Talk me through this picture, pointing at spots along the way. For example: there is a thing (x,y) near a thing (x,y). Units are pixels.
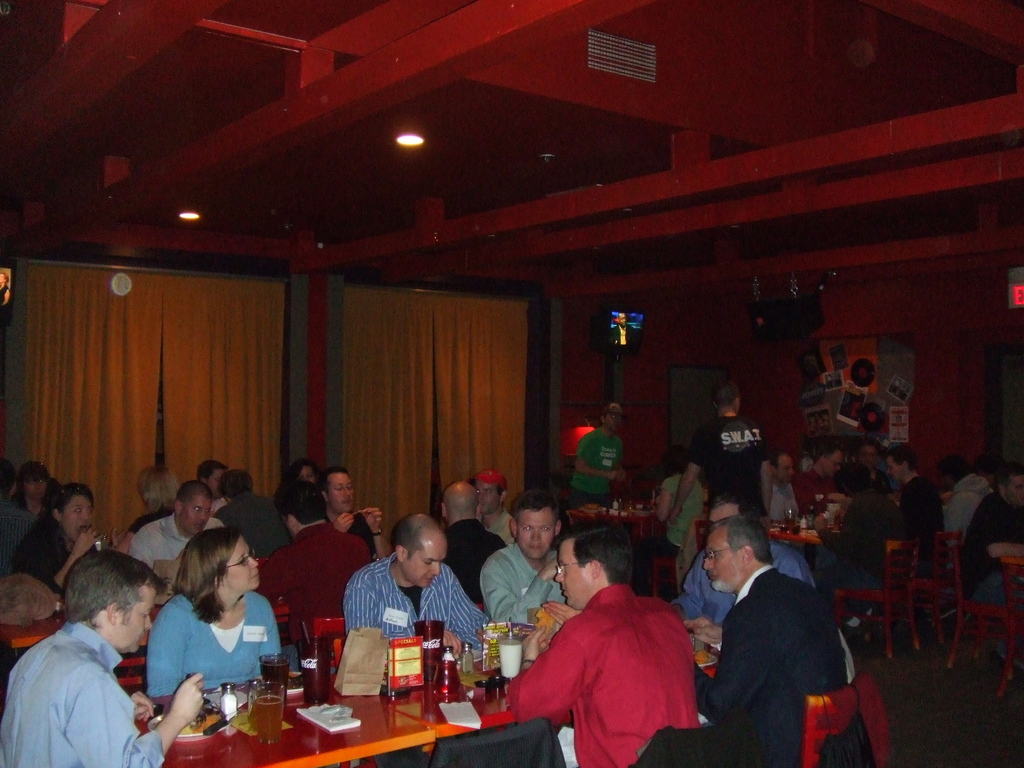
People (482,506) are sitting on chairs (897,563). In-front of them there are tables (439,719), on these tables (491,711) there are glasses (514,638) and things (459,658). These are curtains (343,343). Lights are attached to the ceiling (298,119). Posters (849,373) are on the wall (770,348). Far there is a television (630,340) and signboard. On these chairs (814,726) there are jackets (676,761). These two people (739,475) are standing.
